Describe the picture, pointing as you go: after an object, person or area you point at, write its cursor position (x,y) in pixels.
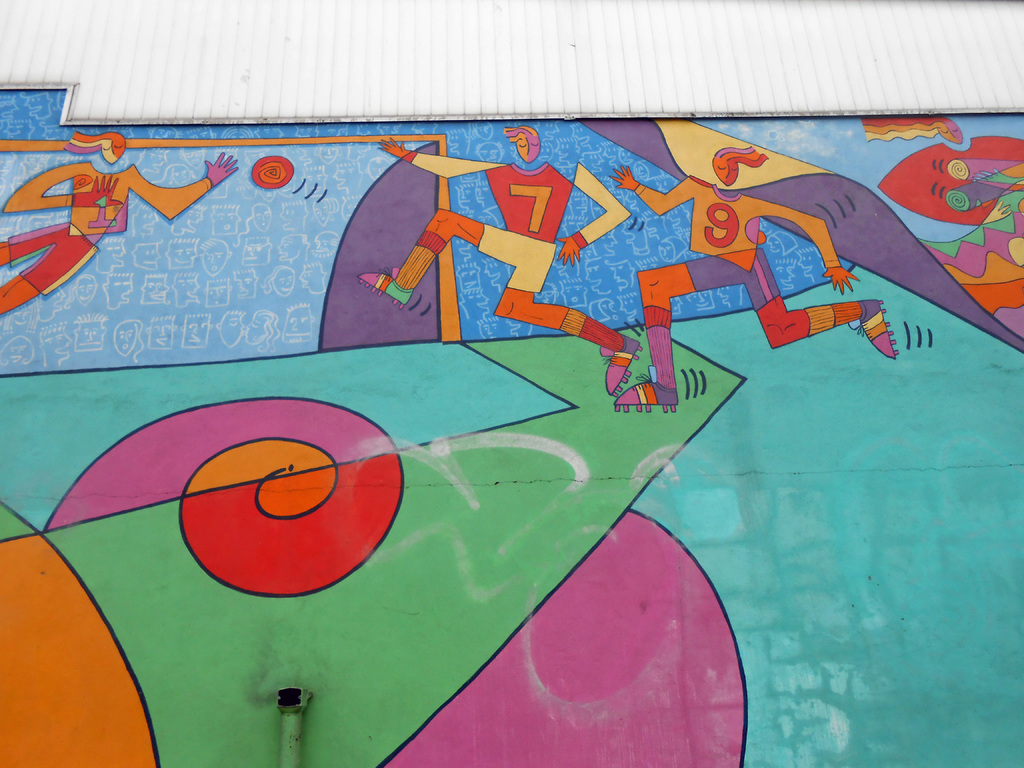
In the picture we can see a wall (687,627) with a painting (30,615) of some cartoon people (824,330).
